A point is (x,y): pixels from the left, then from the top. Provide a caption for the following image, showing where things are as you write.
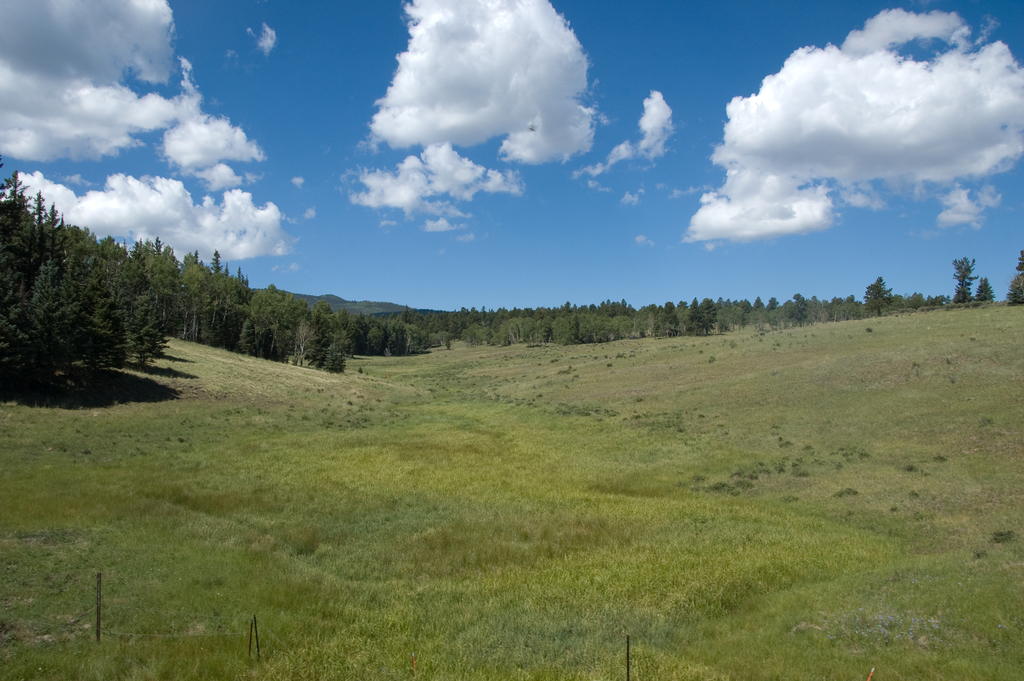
In this image we can see the grass (625,546) on the ground (492,424) and there are some trees (266,313) in the background (281,303) and at the top (270,181) we can see the sky (503,267) with clouds (793,125).
